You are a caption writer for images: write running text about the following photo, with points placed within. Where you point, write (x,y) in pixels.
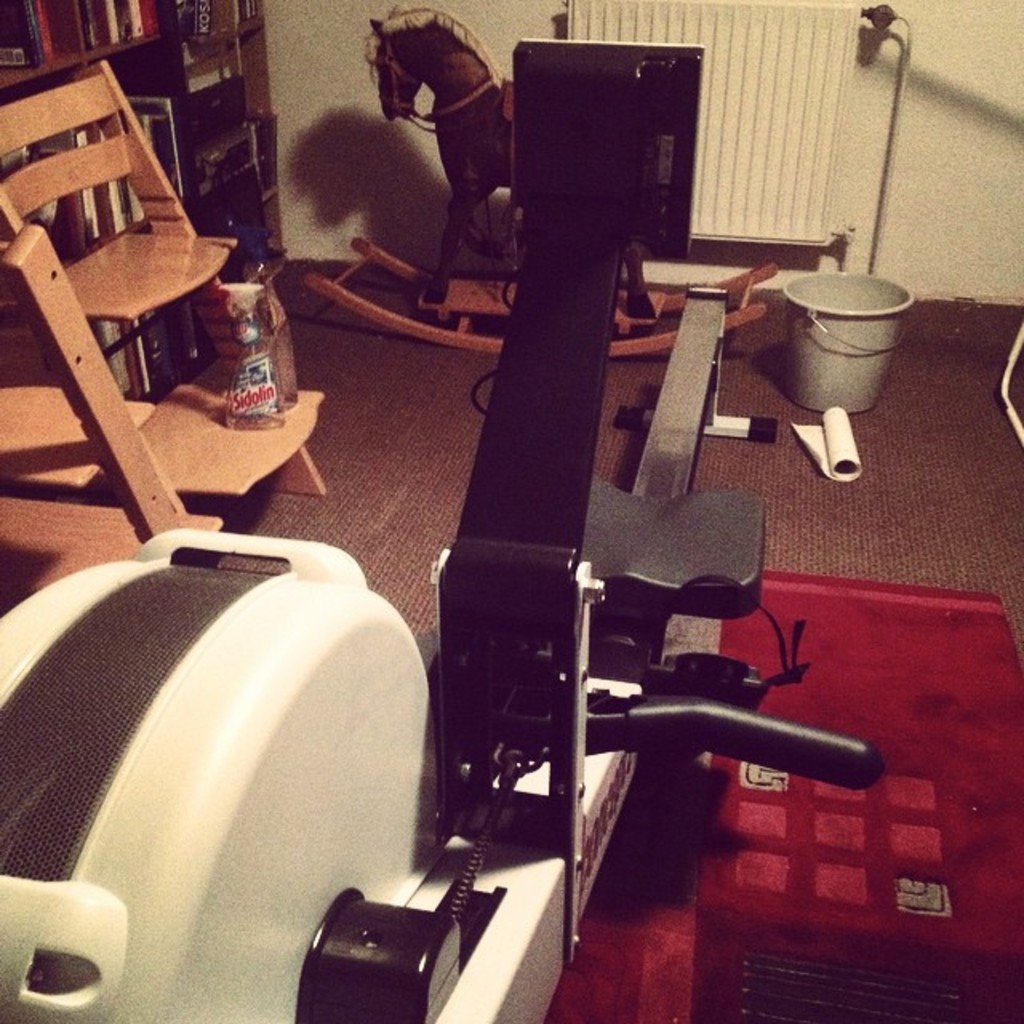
In this image at the bottom (638,793) there is a machine (700,742) and carpet (729,774) on the floor (1019,594), in the middle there are chairs (64,335), toy horse (512,247), bucket (790,292), paper roll (853,472), wall (948,292), rack (148,81), in the rack (255,32) there are some books (70,2), on the chair (217,470) there is a bottle (280,348).
